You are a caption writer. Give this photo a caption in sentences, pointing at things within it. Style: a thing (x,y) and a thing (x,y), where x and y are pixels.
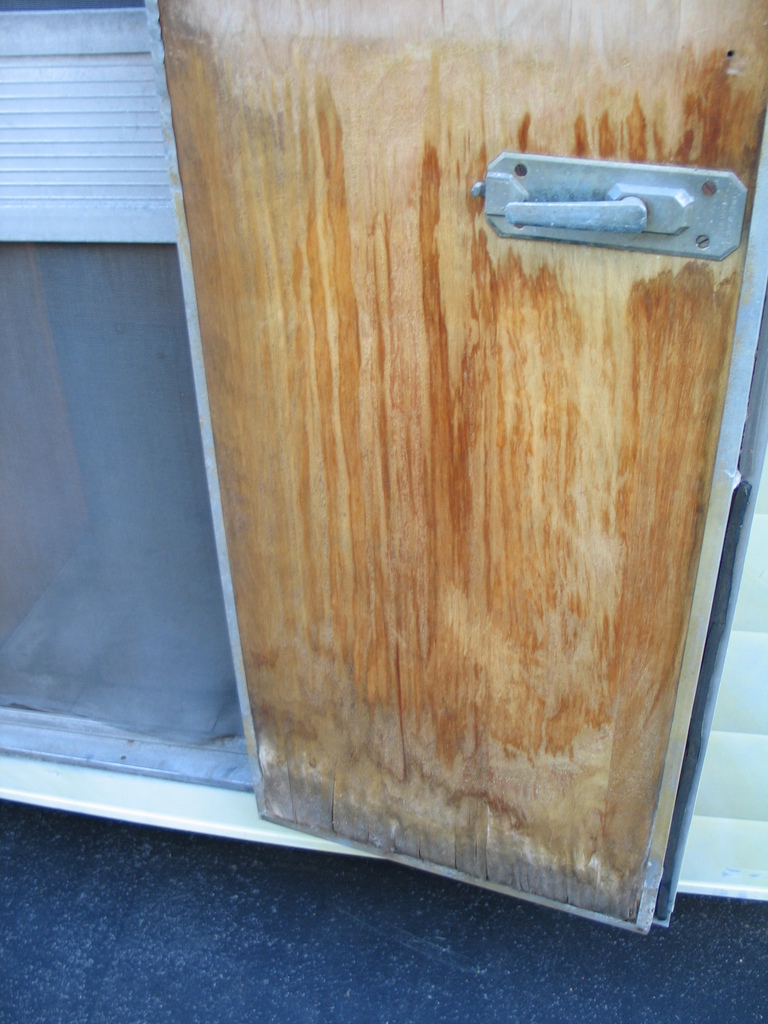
This is a picture of a door (648,360) with a door handle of a vehicle (103,801).
